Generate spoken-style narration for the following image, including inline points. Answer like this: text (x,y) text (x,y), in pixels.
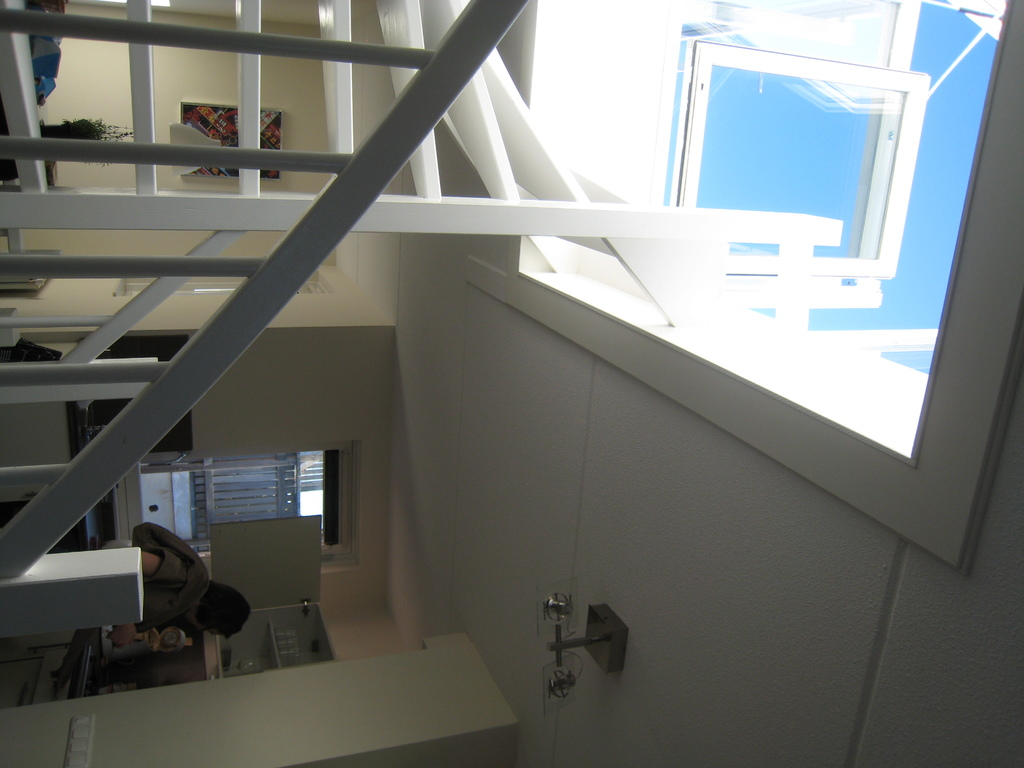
This image is taken indoors. On the right side of the image (781,425) there is a roof (805,602) with an open top roof (895,196). There is the sky (937,146). There is a window (779,132). On the left side of the image (167,177) there are few stairs (395,138). There is a railing (256,154). There are a few walls (165,96). There are a few shelves (235,654). There is a window (245,489) with a window blind (235,487) and there is a person (193,590).
